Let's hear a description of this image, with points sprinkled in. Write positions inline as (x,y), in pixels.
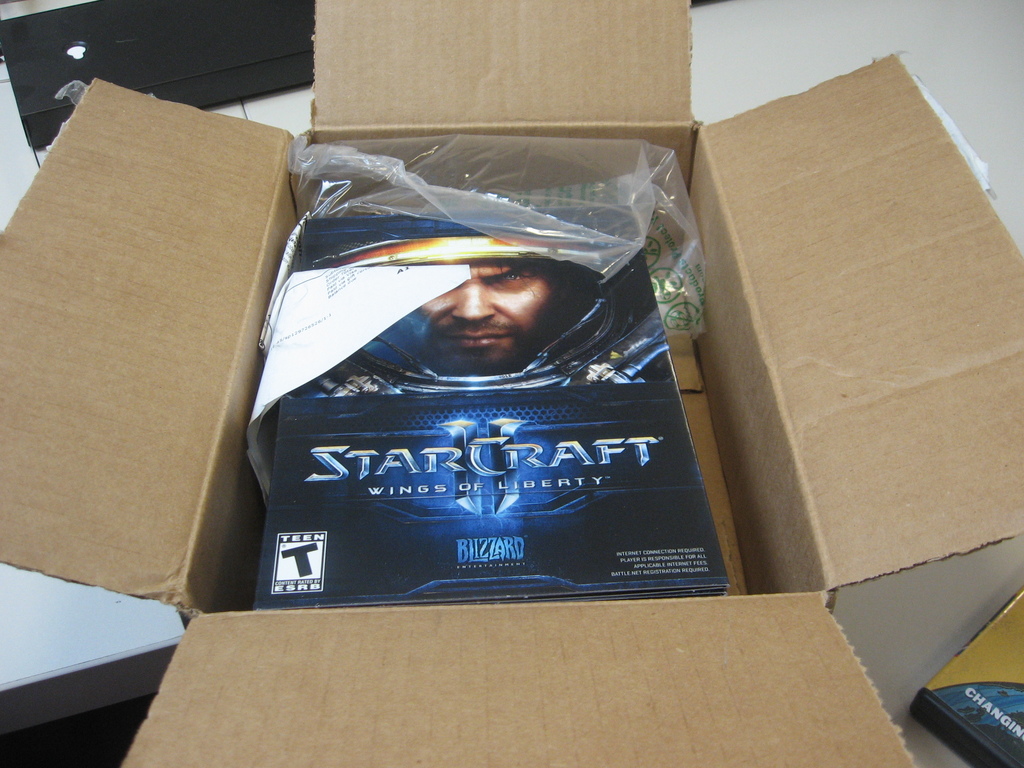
In this image, we can see a cardboard box (665,2) with some objects (632,487) like a poster (633,469) and some cover (646,220). We can also see an object (949,733) at the bottom right corner (968,717). We can see a black colored object (311,28) and the white surface (116,628).
